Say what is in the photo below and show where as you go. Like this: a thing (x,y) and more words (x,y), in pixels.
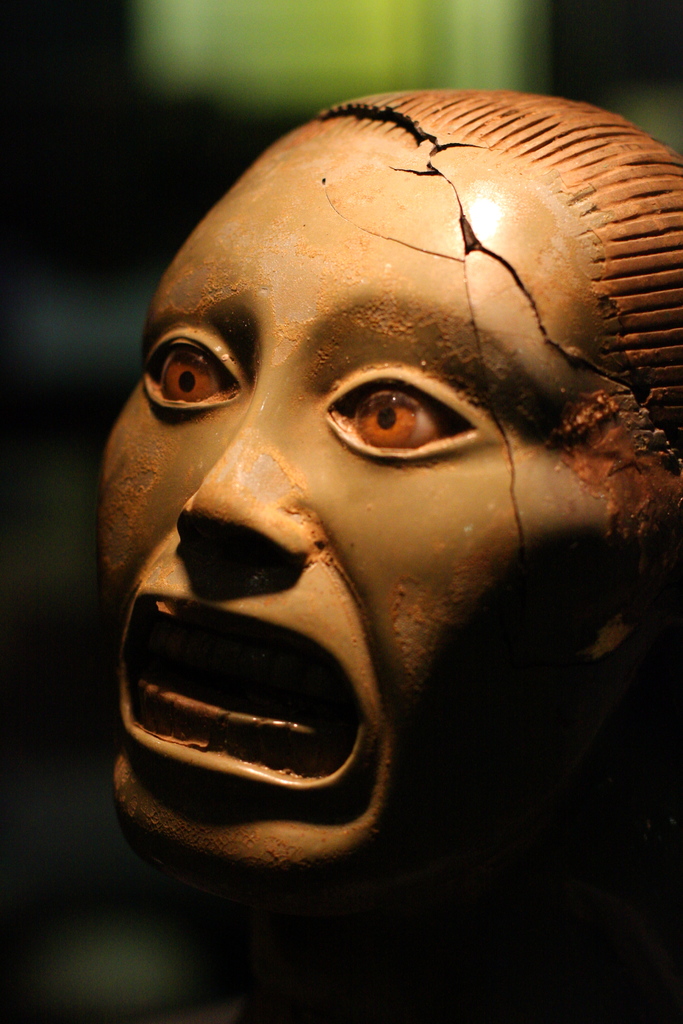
In this image we can see a sculpture (329,740).
